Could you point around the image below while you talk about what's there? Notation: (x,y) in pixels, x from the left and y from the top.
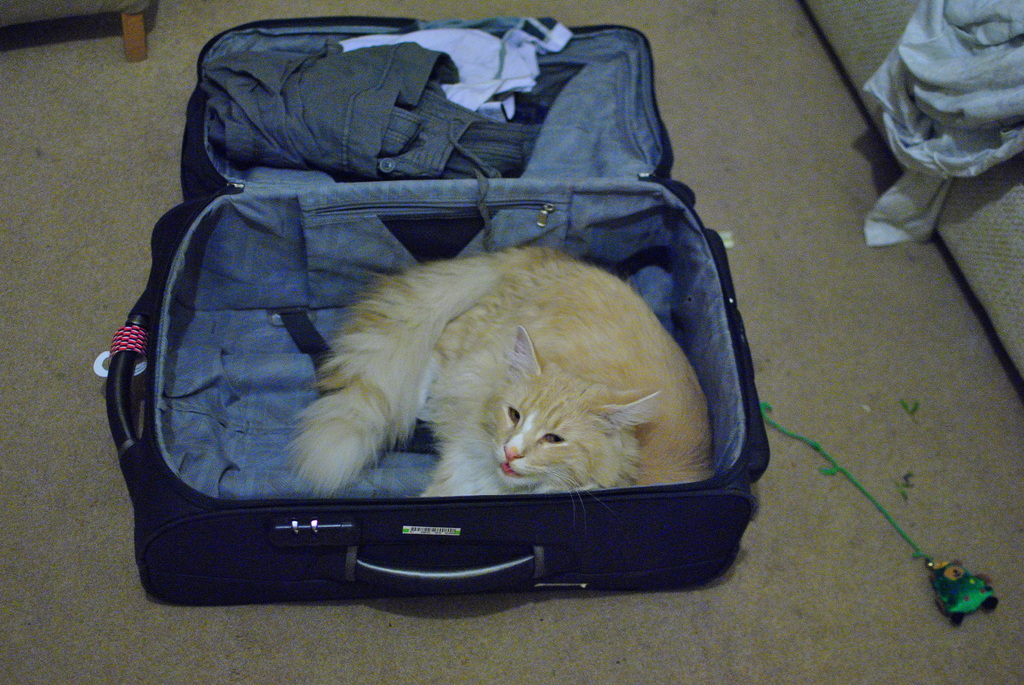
In the center (434,234) we can see the suitcase (328,322). In suitcase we can see the cat (534,368) and some clothes (363,104).
